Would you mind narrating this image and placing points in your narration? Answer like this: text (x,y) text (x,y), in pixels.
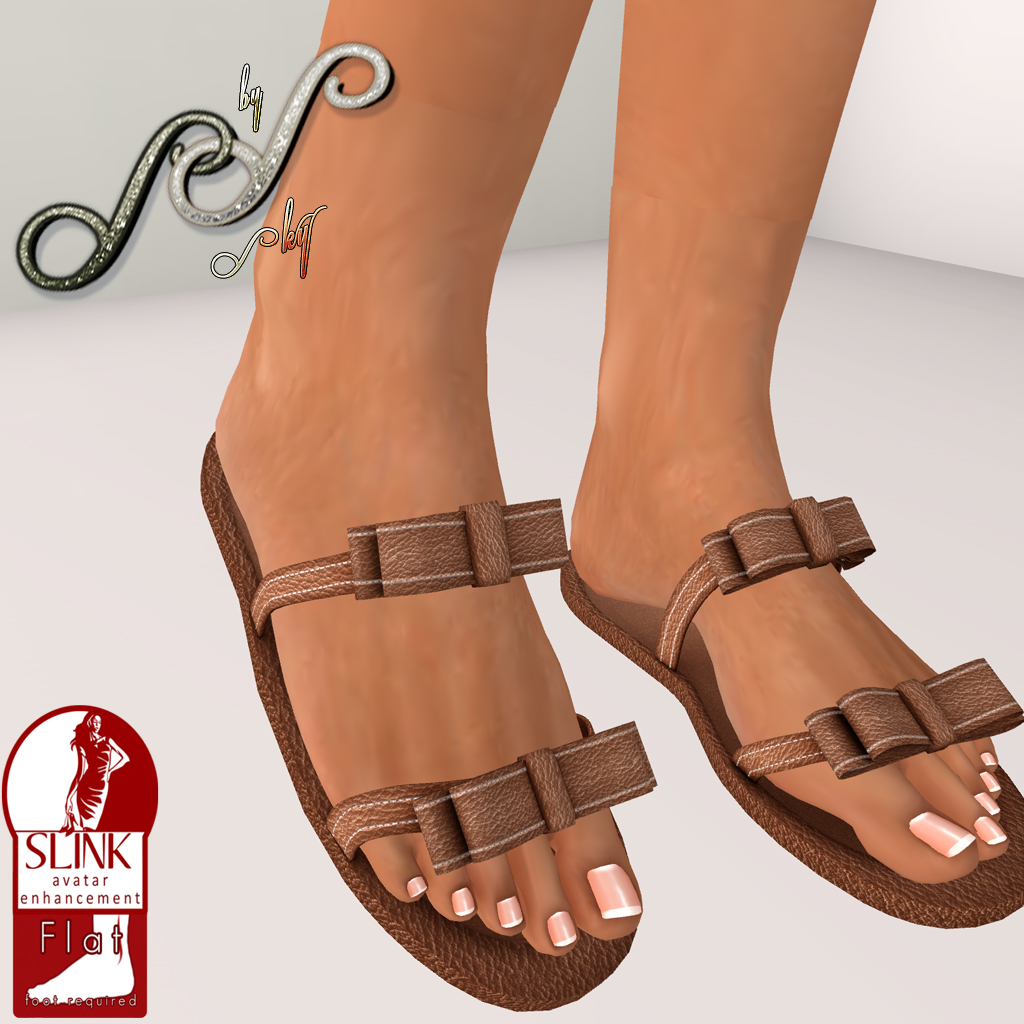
In this image I can see the digital art. I can see the person's legs (388,336) wearing footwear (574,822) which are brown in color and I can see the white background (918,487).
